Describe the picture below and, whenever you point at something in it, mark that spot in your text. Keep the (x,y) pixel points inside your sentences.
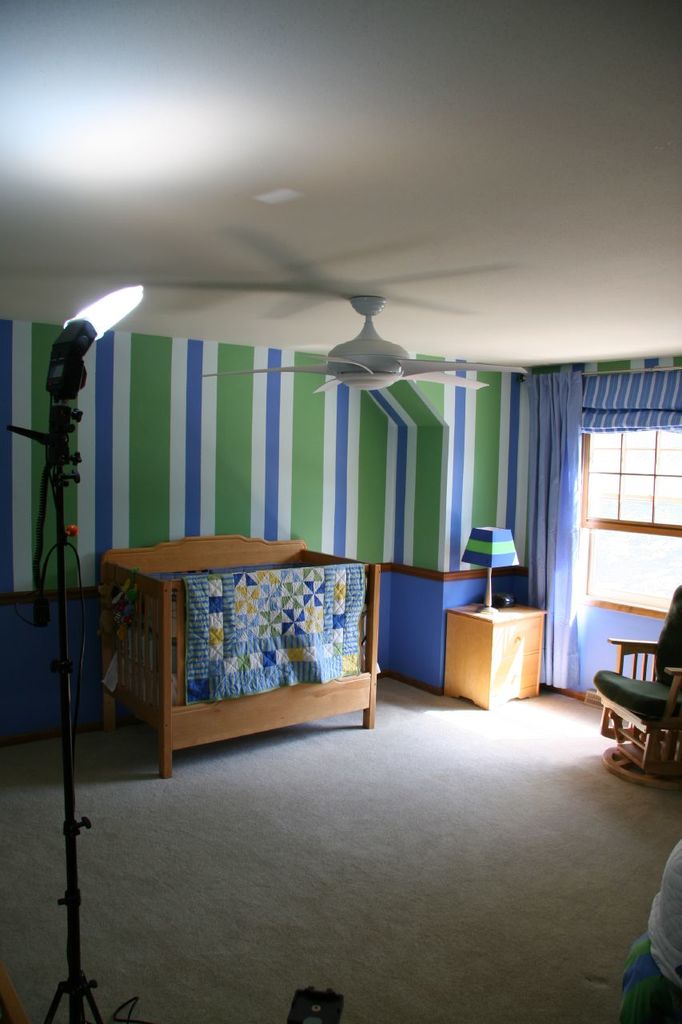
In this image, we can see a roof (476,296) where the roof (413,296) is white in color and there is a fan (345,359) on the roof (391,305) and the wall (520,594) is of green color and there are white and blue color lines (202,403) on the wall (469,507) and there is also a window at the right side (611,475) with a curtain (557,487) on it and on the floor (443,745) we can see a chair (660,692) and a table (496,626) with a lamp (490,552) on it and there is a light pole (72,373).
